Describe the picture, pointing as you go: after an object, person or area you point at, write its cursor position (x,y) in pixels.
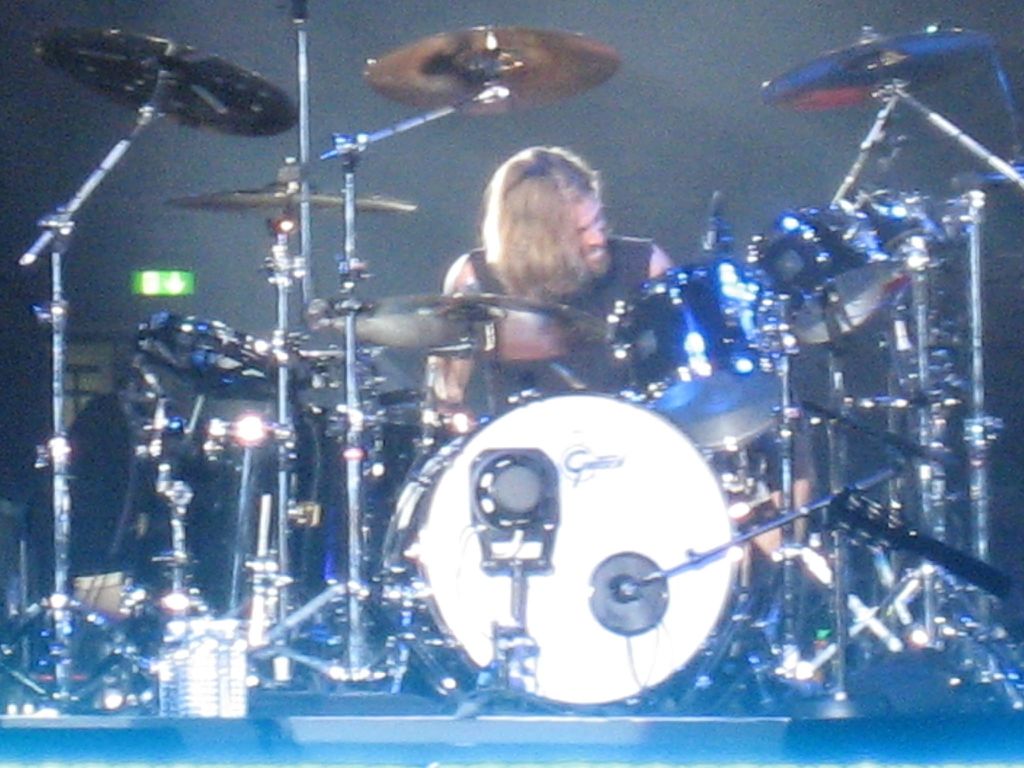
There is a person (656,264) behind a drum set (486,439) in the foreground area of the image (371,534).
